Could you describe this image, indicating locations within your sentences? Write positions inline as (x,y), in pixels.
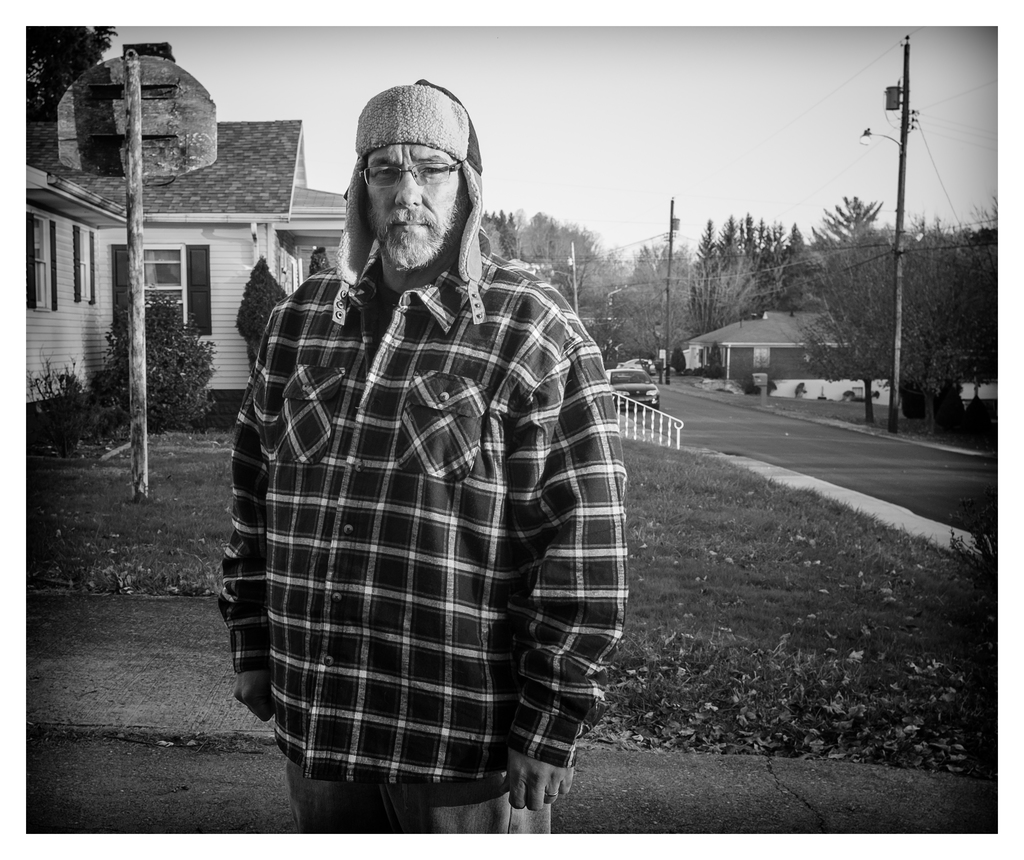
In this image we can see a man (420,606) standing on the ground (731,477), in the background (279,278) there is a car (642,386) on the road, buildings (261,213), trees (640,258), poles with wires (818,104) and lights (878,135) and an iron pole (142,164) with a board (177,119) and the sky (740,137) in the background (733,143).
